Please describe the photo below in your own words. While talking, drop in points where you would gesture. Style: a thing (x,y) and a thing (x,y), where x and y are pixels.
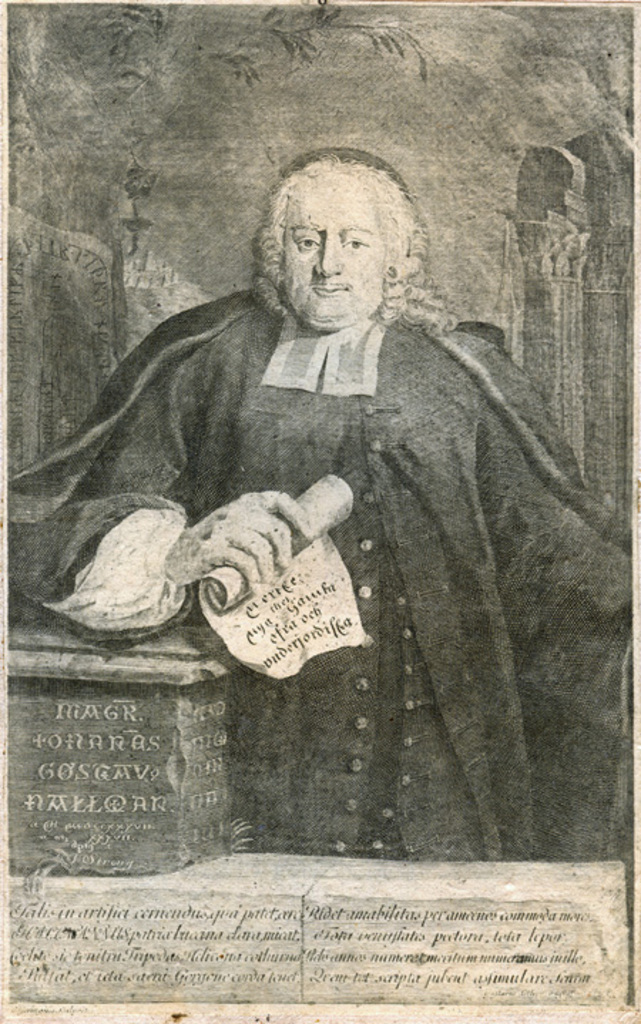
In this picture there is a poster (259,405). In the poster (432,650) I can see the man (378,358) who is standing near to the table (172,735) and cupboard (141,746). And he is holding a paper (211,603).
